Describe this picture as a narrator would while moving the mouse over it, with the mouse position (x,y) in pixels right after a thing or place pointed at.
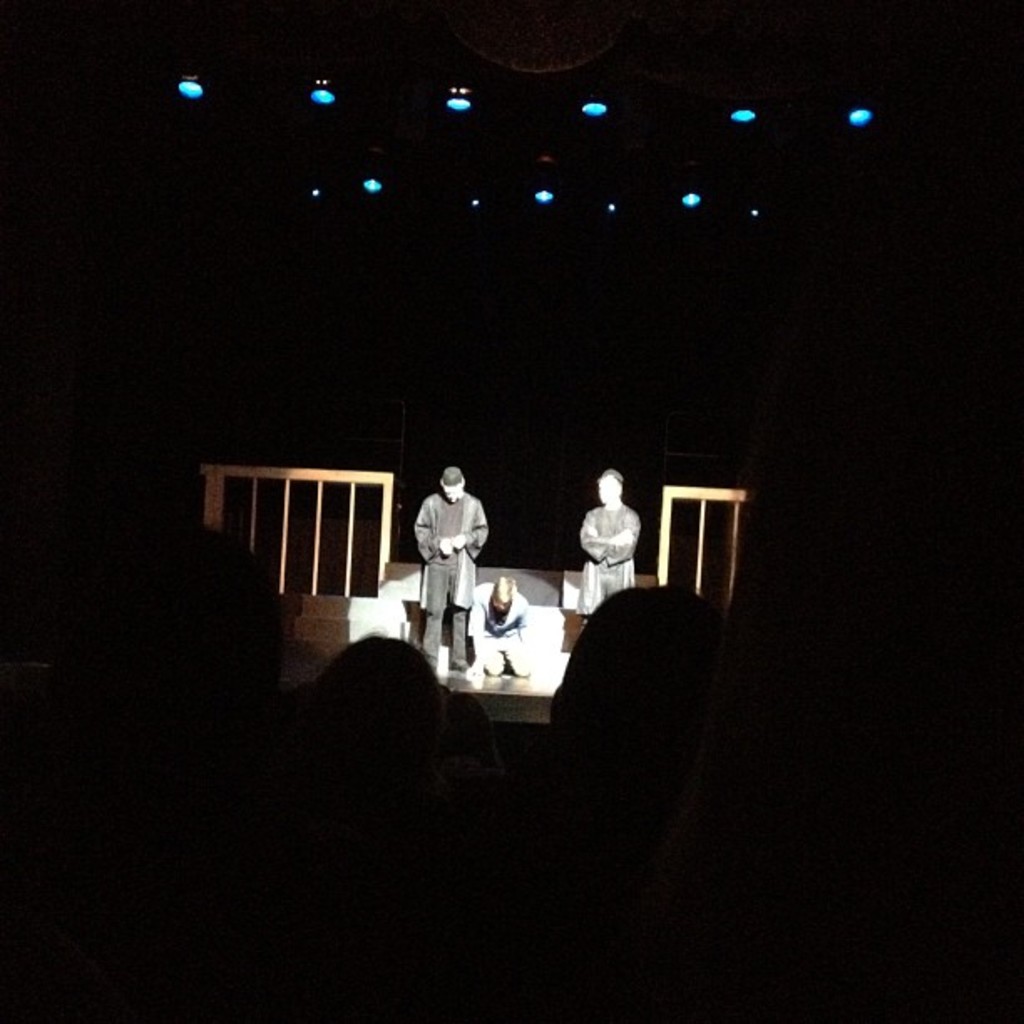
In the picture we can see two people (436,562) are standing and one person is sitting on knees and behind them, we can see a part of the railing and to the ceiling (311,140) we can see some lights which are blue in color.
